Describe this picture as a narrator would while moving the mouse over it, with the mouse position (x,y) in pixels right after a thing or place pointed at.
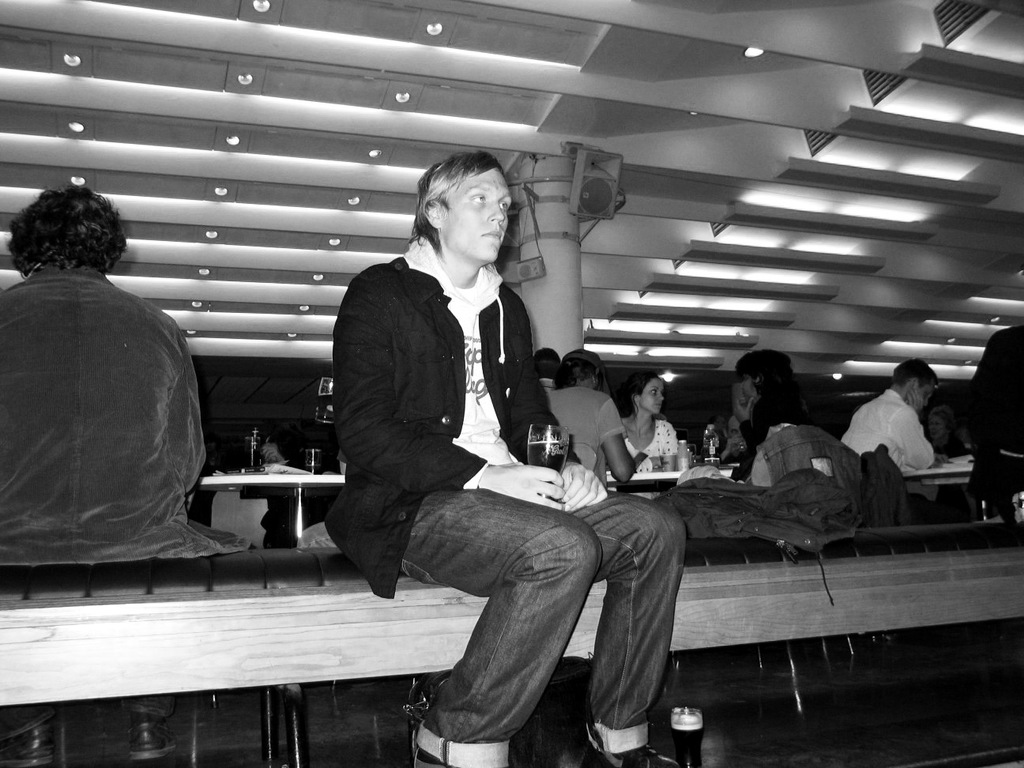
In this picture we can see a man (482,380) wearing black color coat (447,431) sitting on the long wooden bench (474,607). Behind there is a group of people (786,370) sitting on the restaurant table (661,483). On the top (298,125) there is a beautiful ceiling (752,248) with some lights (691,304) and music speakers (602,188).
